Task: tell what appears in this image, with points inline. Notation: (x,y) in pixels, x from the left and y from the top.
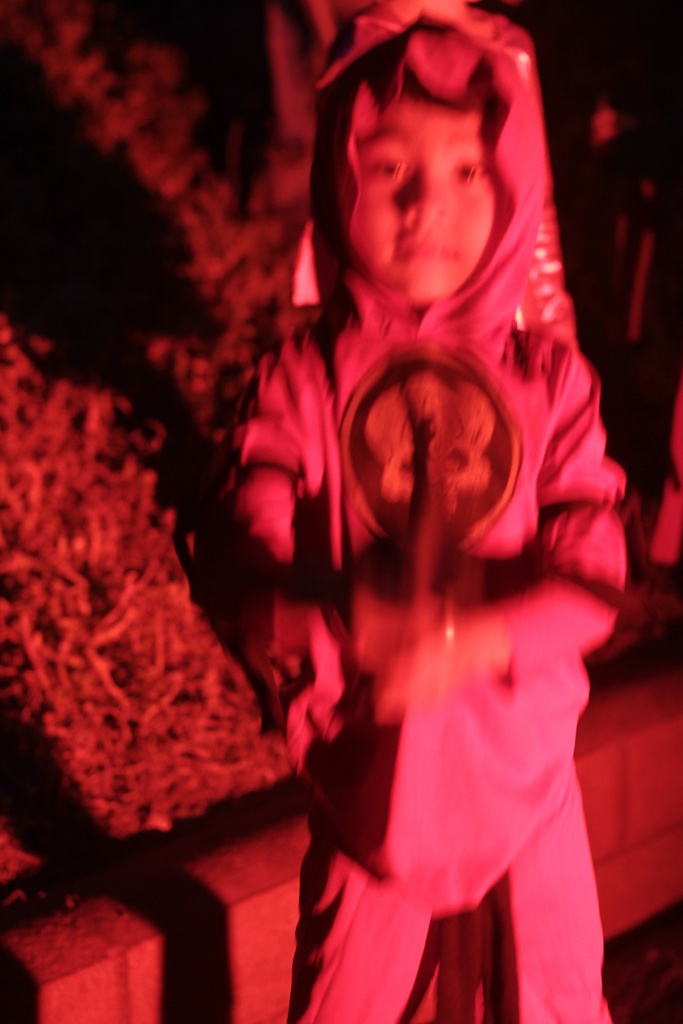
In this image we can see a boy (431,398) standing. In the background (122,726) we can see the grass (195,694) and also the barrier (252,896).
